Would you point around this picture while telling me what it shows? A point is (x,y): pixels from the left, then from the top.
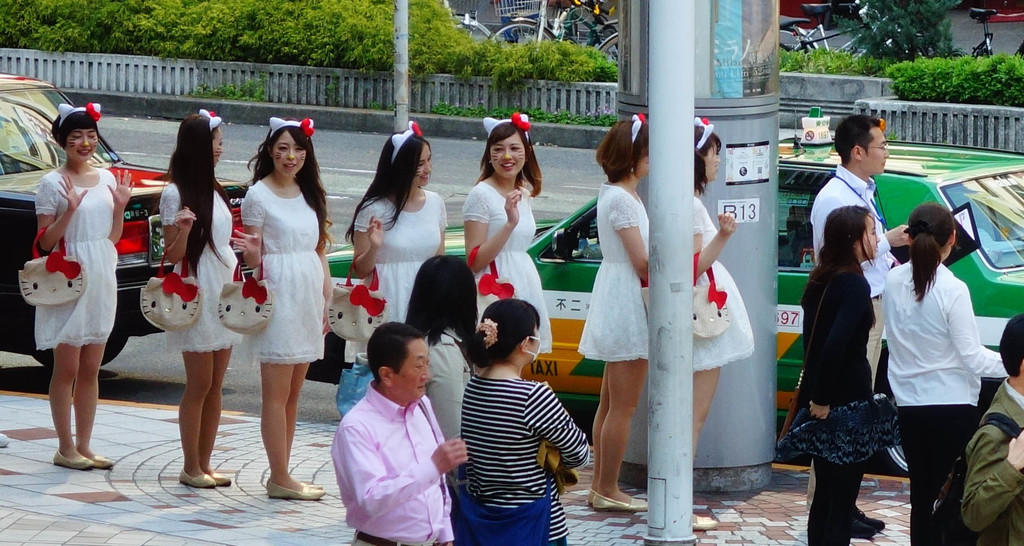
In this picture I can observe some women (356,261) standing in the line. They are wearing white color dresses (315,265). On the right side (686,263) I can observe a pole (654,302). There are two cars (568,274) parked on the road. In the background (381,52) I can observe some plants (373,25) and bicycles (584,40).
